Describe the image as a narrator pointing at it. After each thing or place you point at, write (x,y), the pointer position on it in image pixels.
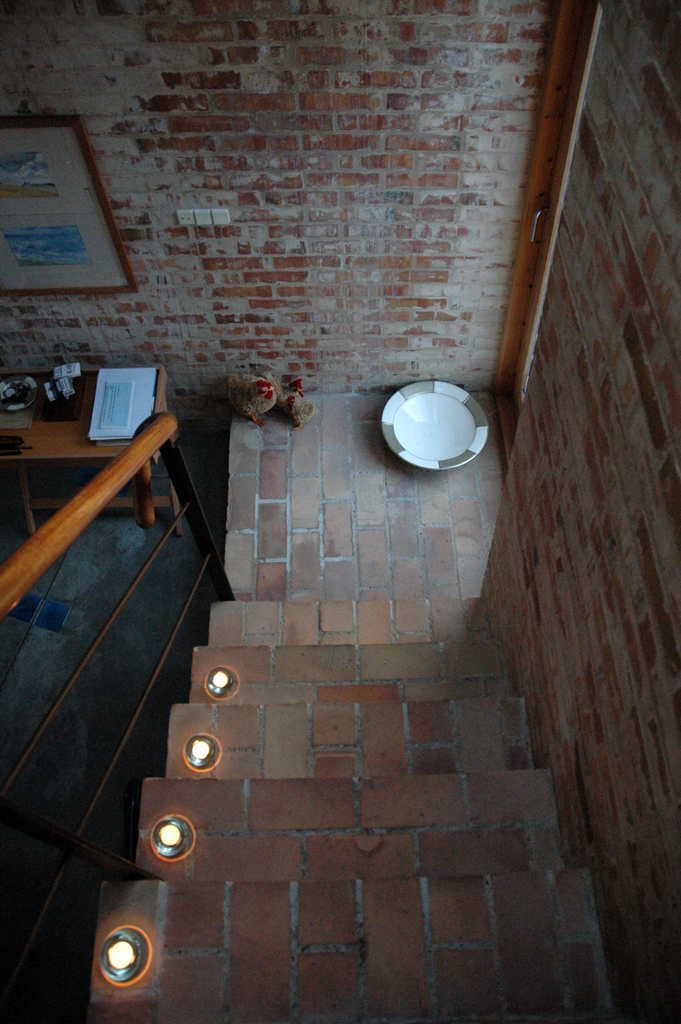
In this image in the middle (394,676) there are lights (144,968), staircase (400,694), plate (416,442), table (101,450), papers (121,400), toys (259,414), photo frame (44,230), door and a wall (581,329).
